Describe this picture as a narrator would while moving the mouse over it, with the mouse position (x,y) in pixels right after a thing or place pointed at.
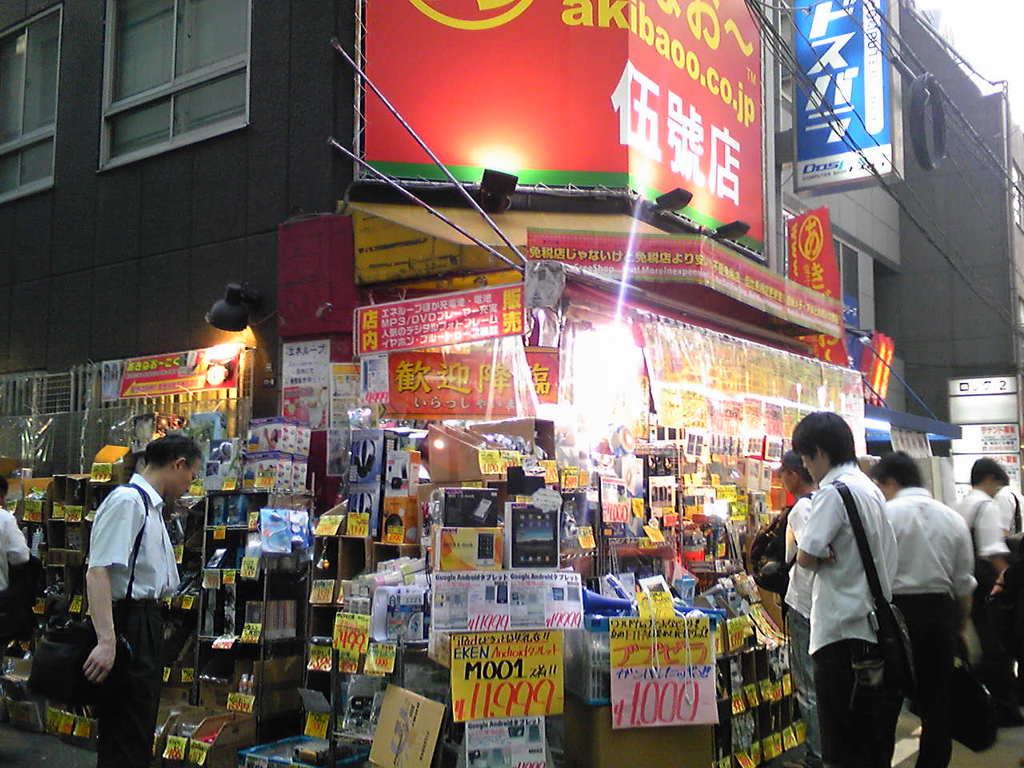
In this image we can see one big building (198,152) with glass windows (141,52), one big board (743,107) with text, some lights (718,239) attached to the wall (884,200), some banners (836,289), some boards (834,312), some people (864,605) standing on the road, some shops (687,471), some stickers (698,413) attached to some objects (716,528), some people (122,712) wearing bags (890,625), some boxes (388,734) on the surface (273,595), one gate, some papers (63,712), some people (156,748) are holding some objects (55,637) and so many objects (256,505) are on the surface (742,469).
